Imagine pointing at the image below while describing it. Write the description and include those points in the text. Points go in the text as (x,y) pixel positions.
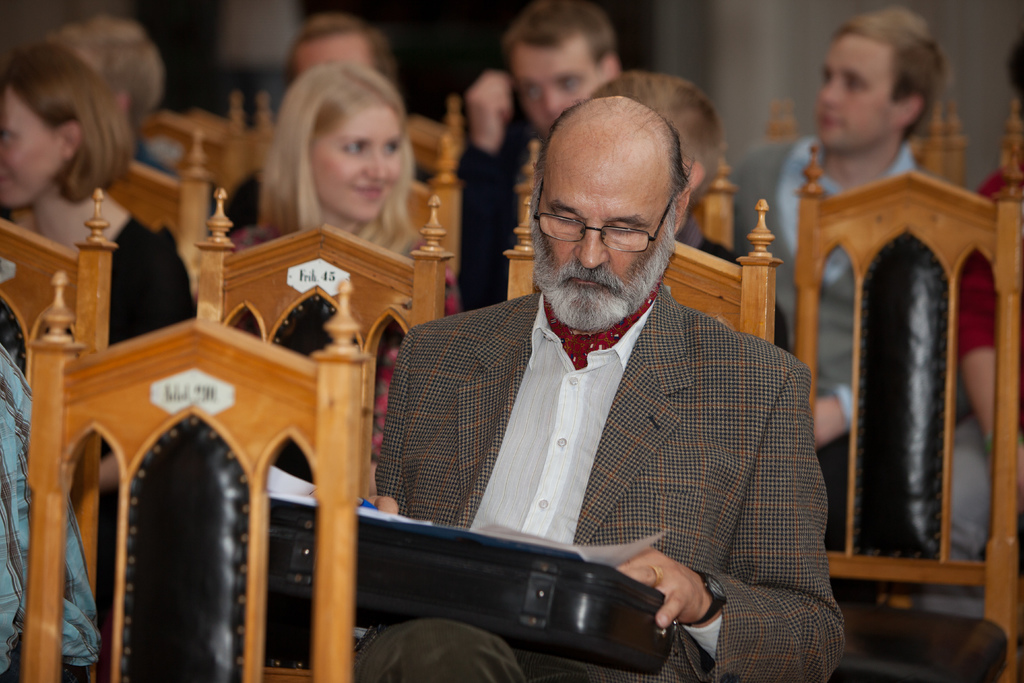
In the image there are few people (653,420) being seated on the chairs (325,238) and among all of them the person (468,444) who is holding a briefcase (499,567) is highlighted in the picture.
